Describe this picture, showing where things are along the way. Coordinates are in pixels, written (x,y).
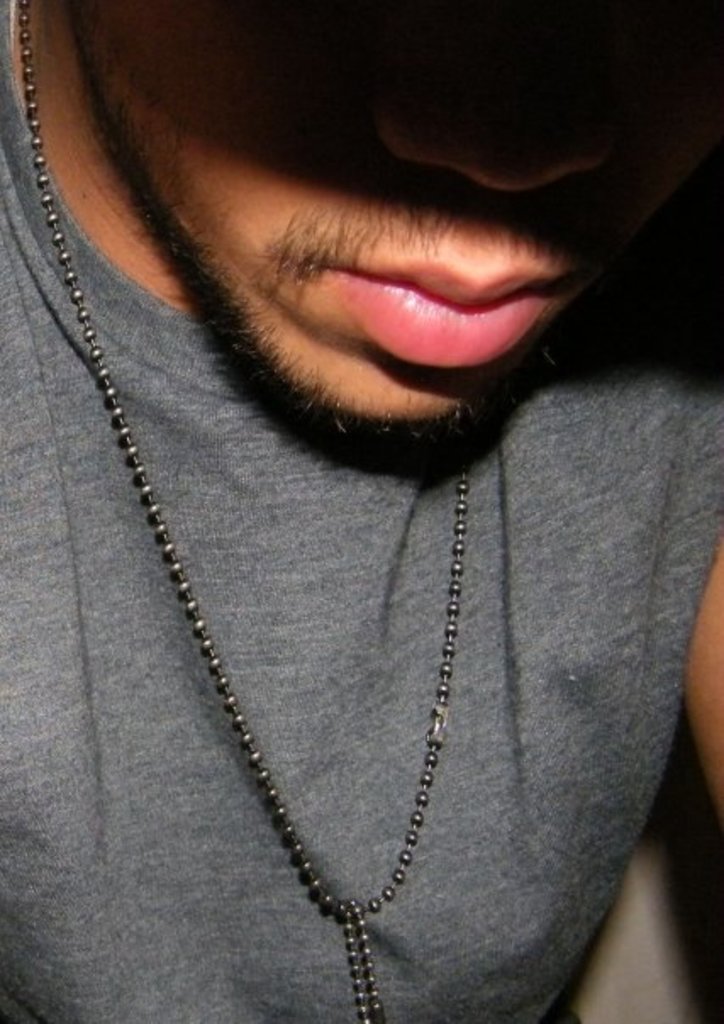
In this image we can see a man (542,498) and there is a chain (51,193) to his neck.
